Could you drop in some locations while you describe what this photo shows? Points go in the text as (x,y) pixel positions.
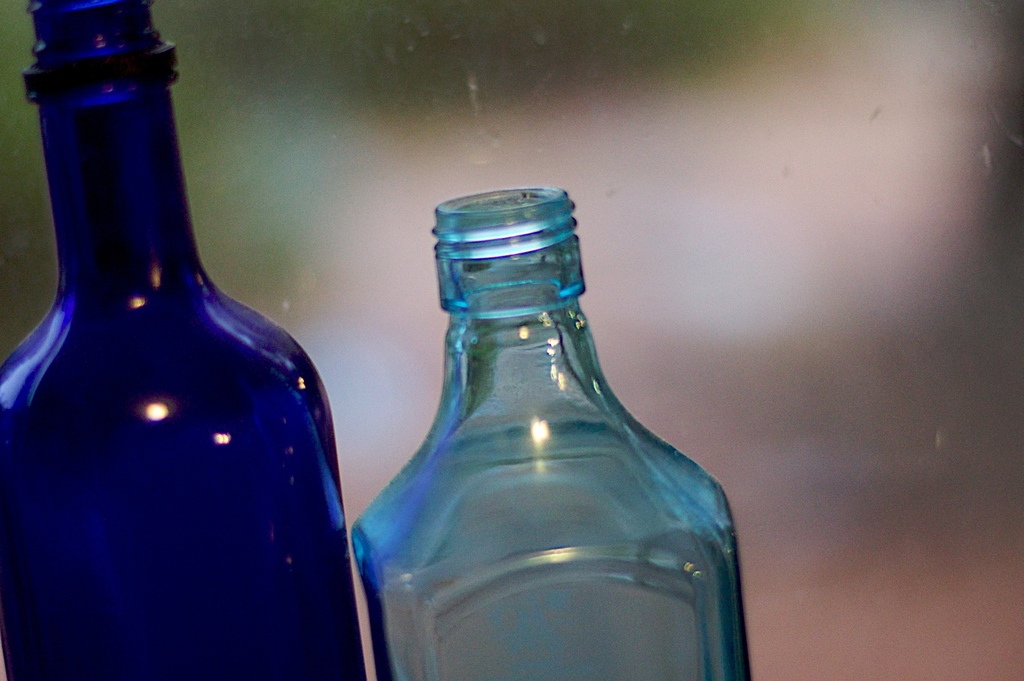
This picture is mainly highlighted with two water bottles (163,344) without caps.
